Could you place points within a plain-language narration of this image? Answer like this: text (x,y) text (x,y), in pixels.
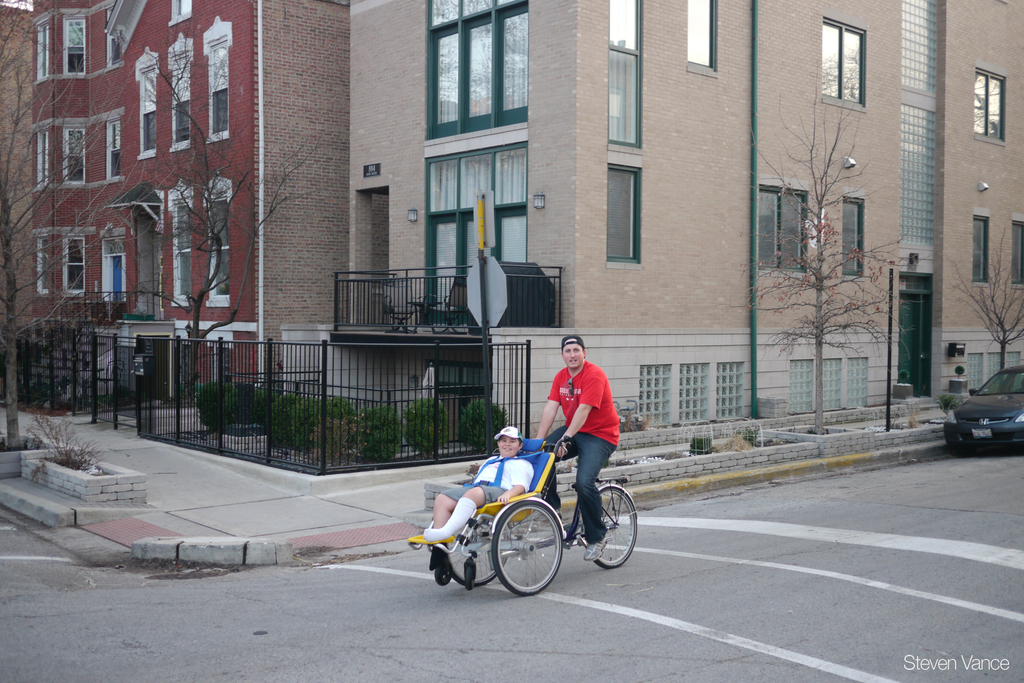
In this image I can see in the middle (573,445) a man (601,534) is riding the wheel chair cycle (561,528), he wore red color t-shirt (608,421), black color trouser (604,454) and a man (519,490) is sitting on the wheel chair (503,526). He wore white color shirt (504,485) and cap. On the right side (988,389) there is a car (985,408) on the road (972,454) and there are trees (817,348). In the middle (425,281) there are very big buildings (505,183) with glasses (480,162).
